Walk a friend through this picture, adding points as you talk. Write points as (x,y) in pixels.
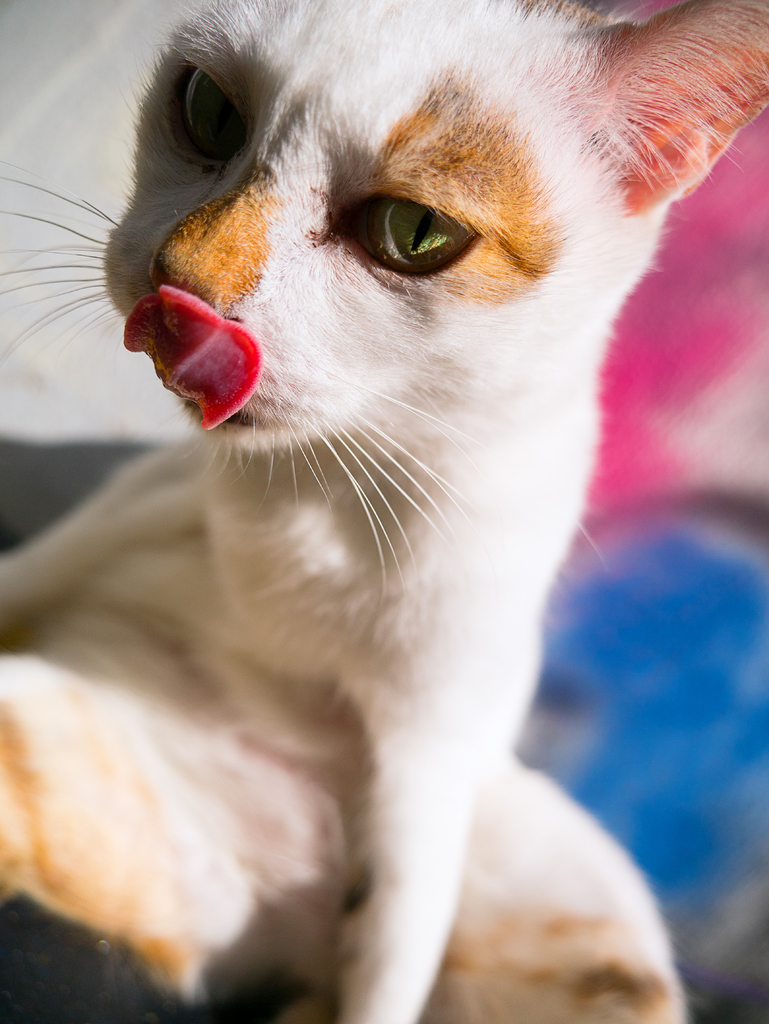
Here we can see a cat (507,464). In the background (59,487) the image is blur but we can see some objects (754,442).
